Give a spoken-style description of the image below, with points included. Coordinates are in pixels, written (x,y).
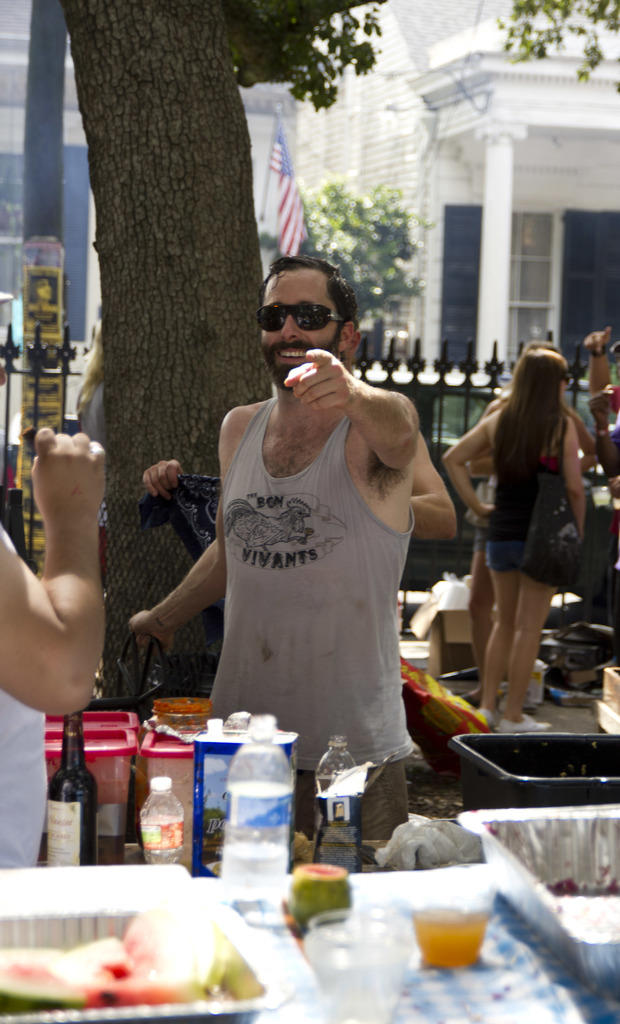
These persons (357,695) are standing. We can see bottle (233,861), box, food (24,1007), glass (394,967) on the table (540,1001). On the background (403,209) we can see building (541,109), flag (283,225), tree (243,239).
